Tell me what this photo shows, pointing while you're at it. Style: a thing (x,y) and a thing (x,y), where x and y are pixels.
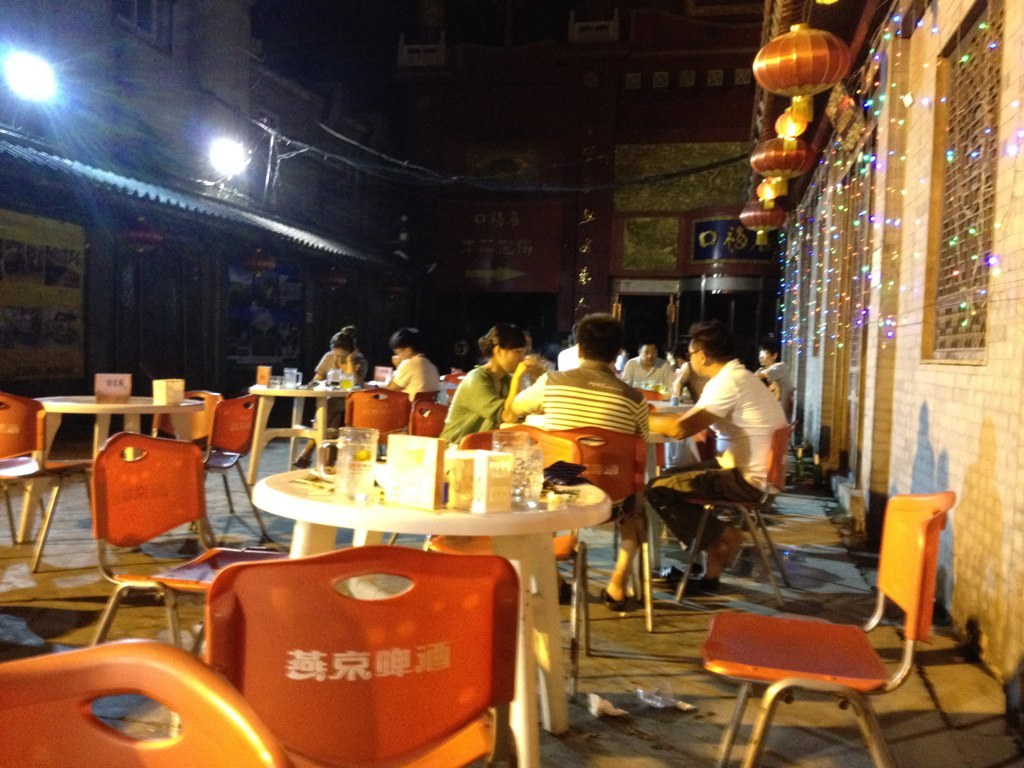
In this picture there are group of people (498,344). There are glasses (526,476) on the table (470,529). At the right side (823,287) there are light hangings (776,126) and at the back (676,172) there is a building (681,146). At the left (237,144) there are lights (221,157).
